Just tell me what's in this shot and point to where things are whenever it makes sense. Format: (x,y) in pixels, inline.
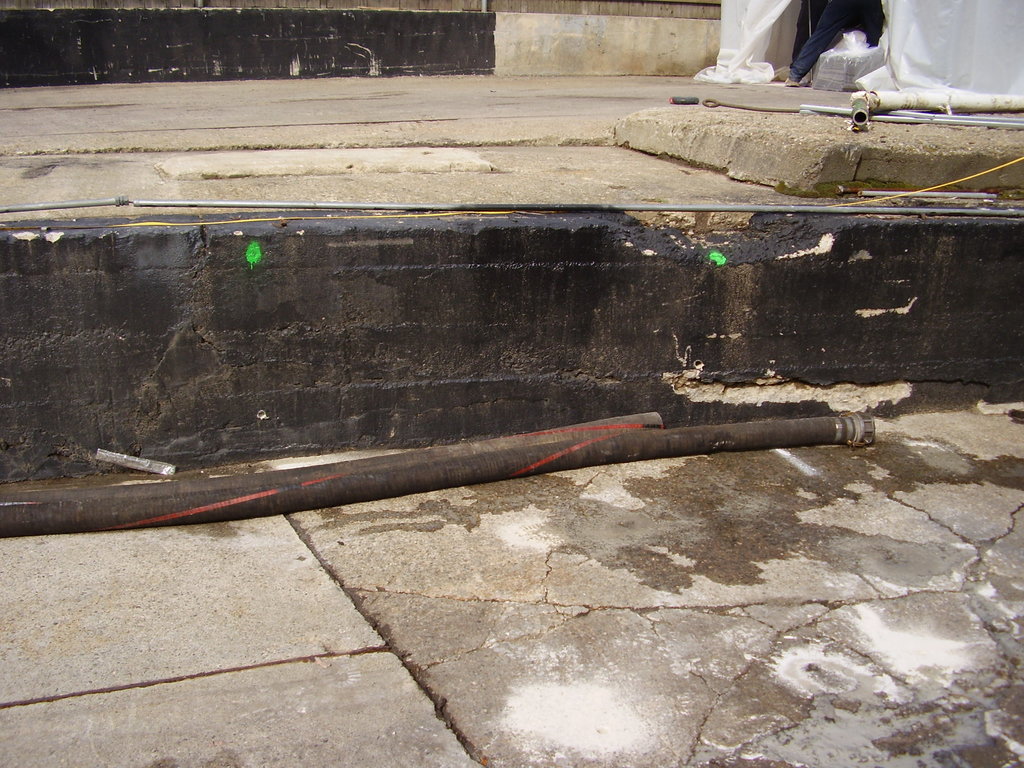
In the image two pipes (474,445) are there. At the right top most of the image (833,34) a person (833,30) is standing.
